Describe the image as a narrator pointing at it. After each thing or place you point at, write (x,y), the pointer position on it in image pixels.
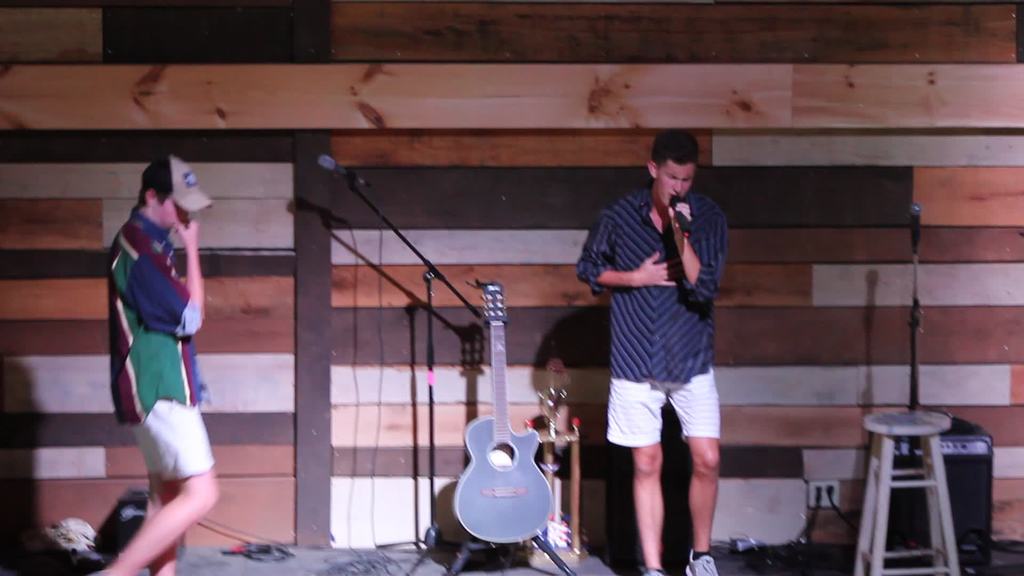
This picture is of inside the room (838,539). On the right (701,193) there is a man (645,253) wearing blue color shirt (658,342), holding a microphone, standing and singing. In the center (502,317) there is a guitar (509,506) placed on the stand (553,554) and there is a microphone (324,163) attached to the stand (429,267). On the left (164,267) there is a man (144,261) wearing shirt (168,352) and seems to be walking. In the background (950,71) we can see a wall (872,65), stool (923,447), speaker (958,447), microphone (919,243) attached to the stand (918,309), wall socket (828,494) and a stand (573,421).
